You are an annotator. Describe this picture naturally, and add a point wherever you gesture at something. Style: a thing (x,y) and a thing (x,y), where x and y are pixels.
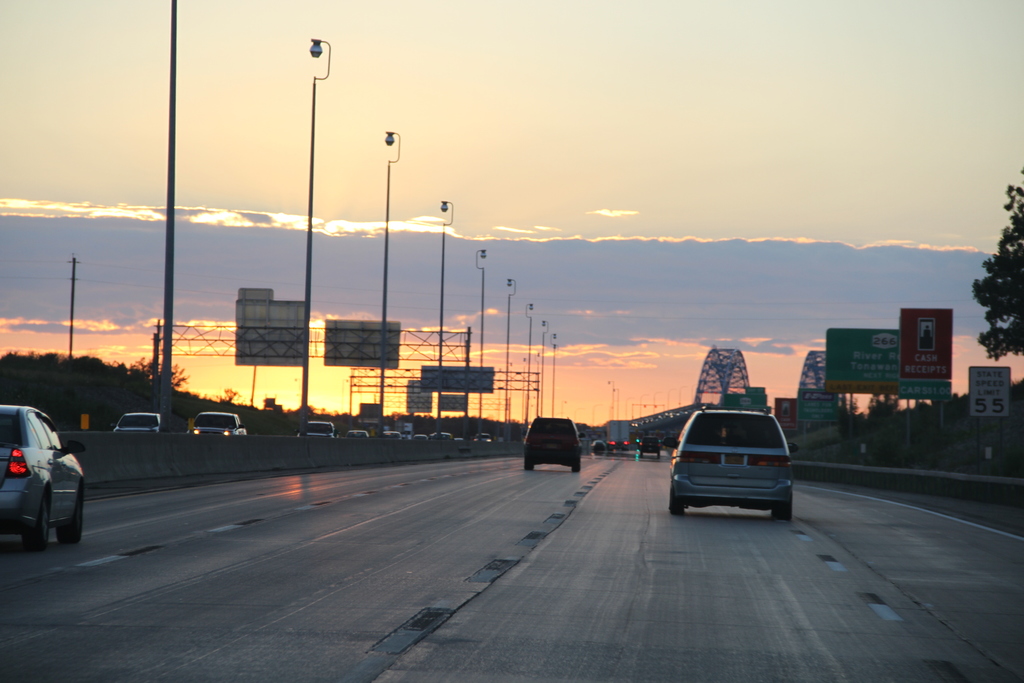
In this picture I can see few vehicles (569,441) are moving on the road (422,571), on the right side (896,390) there are boards (909,392) and trees (905,422). At the top (594,131) there is the sky (586,132).
